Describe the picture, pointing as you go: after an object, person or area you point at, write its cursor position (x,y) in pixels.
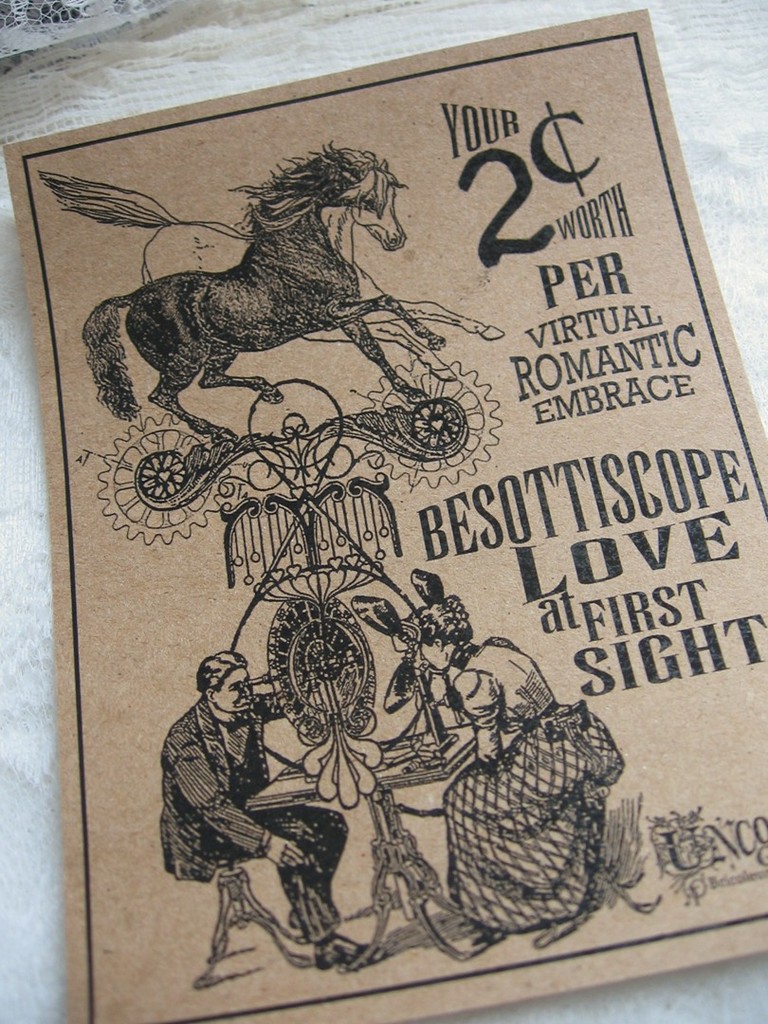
In this image we can see a paper (311,749) in which we can see a horse (232,341) and some text (569,576). At the bottom (472,693) we can see two persons (513,848) sitting on chairs (222,933) and a table (390,782). In the top left corner of the image (103,13) we can see a net (79,8).
